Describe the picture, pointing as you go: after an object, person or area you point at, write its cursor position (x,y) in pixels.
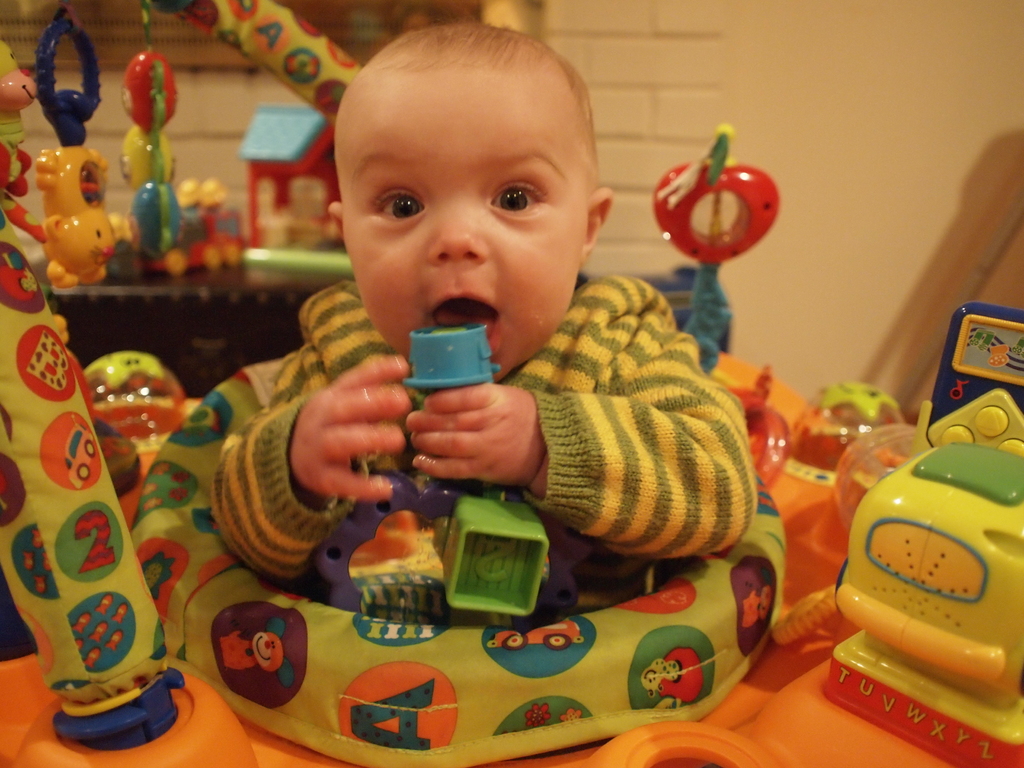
In this image I can see a baby (656,545) holding a toy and the baby (663,436) is wearing green and yellow color dress (614,419). Background (570,42) I can see few toys (712,313) in multi color and the wall (607,112) is in cream color.
